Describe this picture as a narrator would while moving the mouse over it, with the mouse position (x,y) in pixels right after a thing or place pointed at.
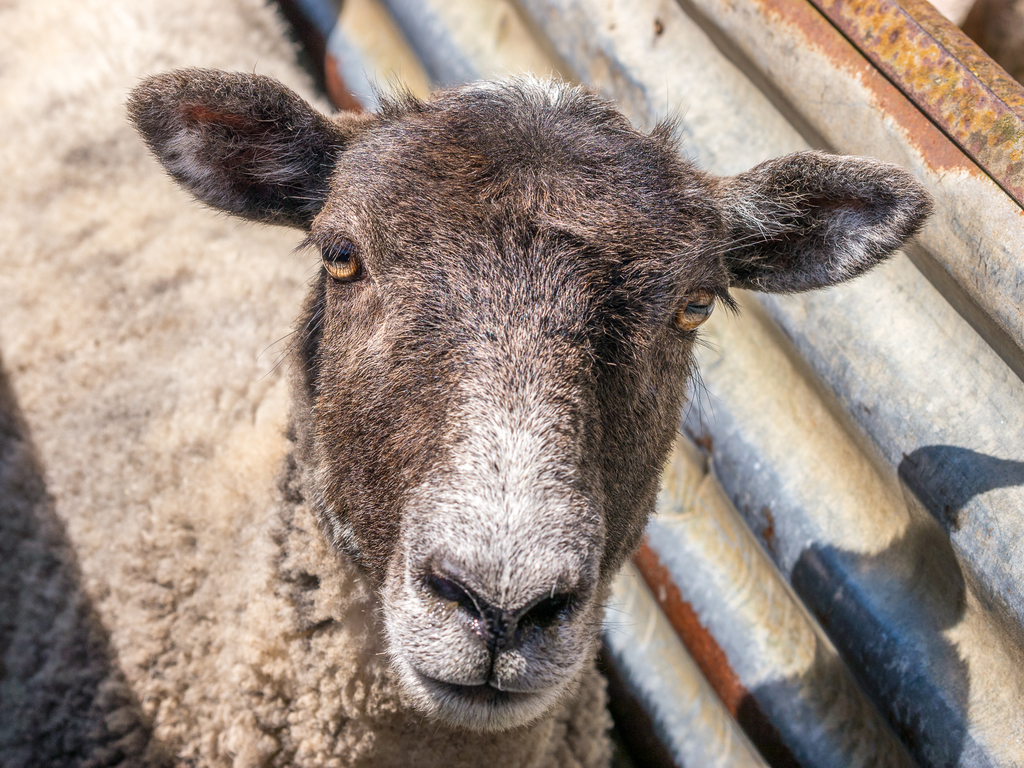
In this image I can see an animal (231,331) and the animal (232,634) is in black, white and gray color and I can also see the metal sheet (856,525).
